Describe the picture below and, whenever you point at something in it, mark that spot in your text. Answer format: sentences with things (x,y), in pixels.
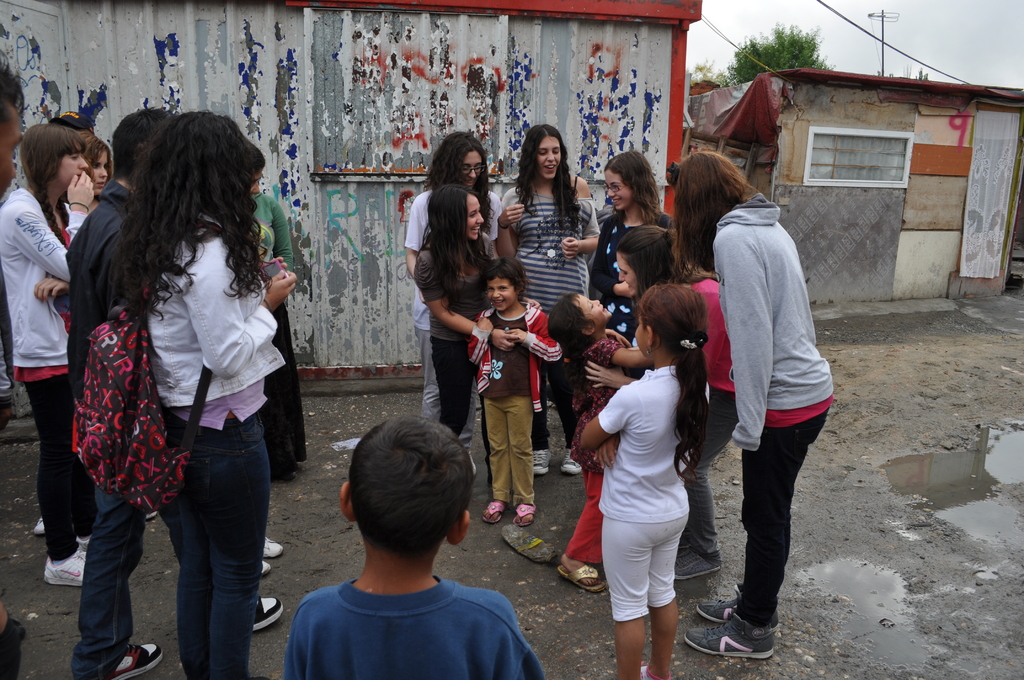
In this image on the right (752,325), there is a woman (753,304), she wears a jacket (758,290), trouser (765,609), shoes (760,625) and there are people (609,317) and children's (617,400). At the bottom (416,563) there is a boy (377,592), he wears a t shirt (400,654). On the left (195,386) there is a woman (222,346), she wears a shirt (227,410), trouser (210,522), bag (133,481) and there is a woman (30,262), she wears a jacket (28,277), trouser (76,467), shoes (74,569) and there are some people (83,237). In the middle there are sheds (585,97), houses (867,182), curtains (978,214), windows (816,140), trees (800,58), electric poles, cables (762,65), sky (909,48). At the bottom (864,485) there is land (887,491) and water (933,491).
